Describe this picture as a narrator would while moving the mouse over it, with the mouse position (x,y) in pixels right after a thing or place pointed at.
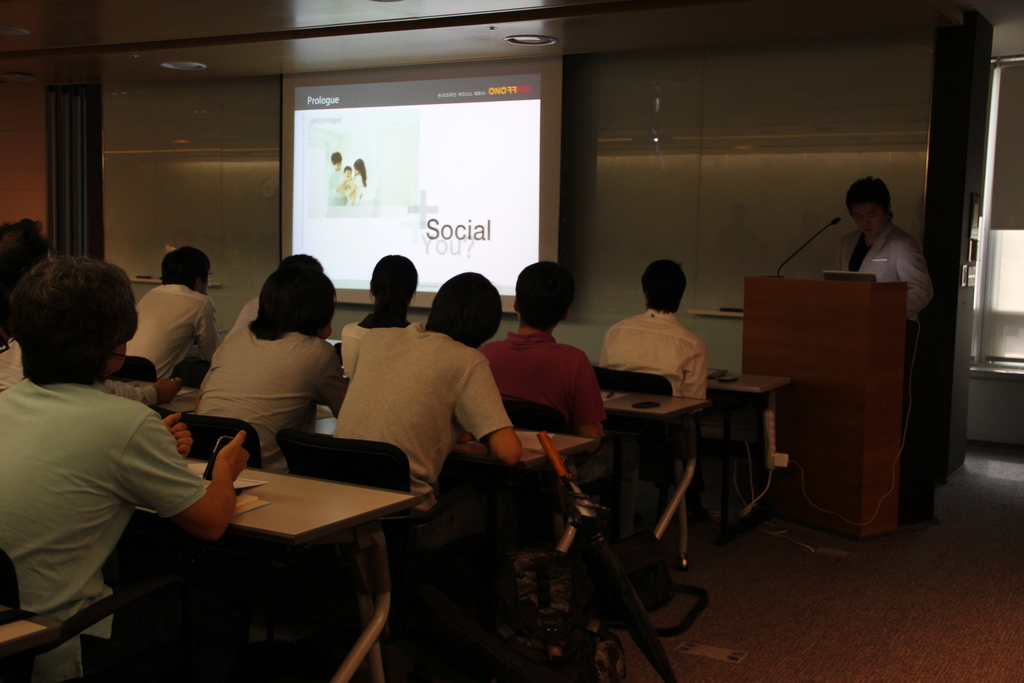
This is a screen (407,192). We can see one man (905,255) standing near to the podium (865,307). This is a mike (778,268). We can see all the persons (237,450) sitting on chairs (525,425) in front of a table (383,509). This is a floor (802,593).
